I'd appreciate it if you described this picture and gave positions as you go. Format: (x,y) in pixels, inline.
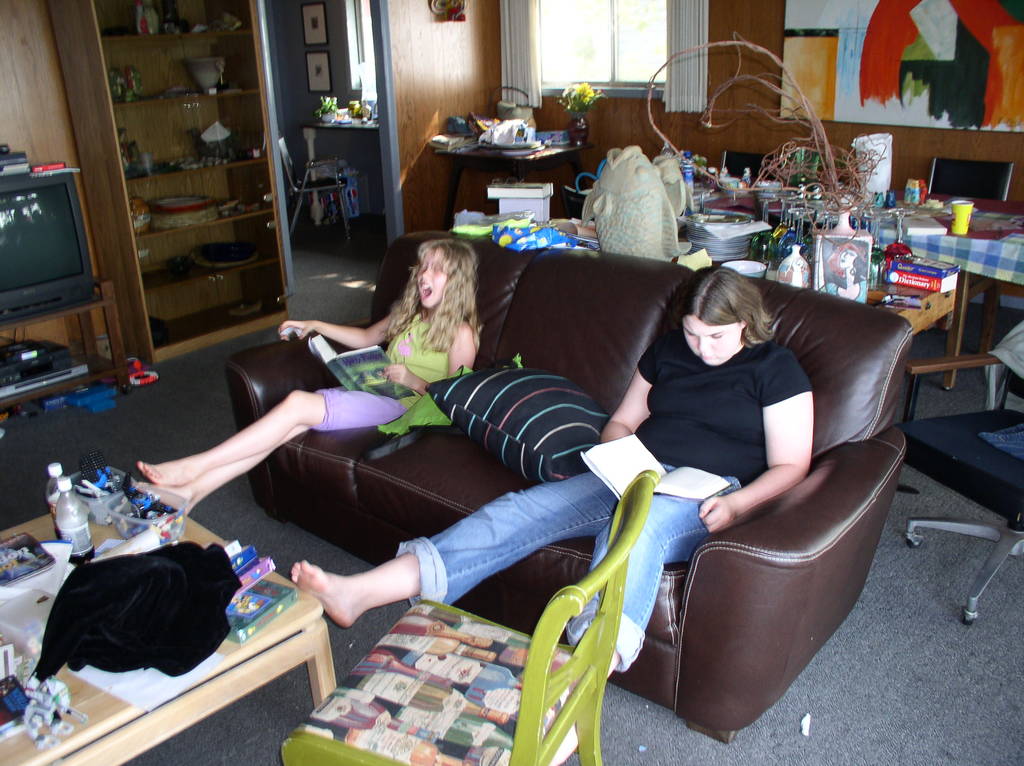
In this picture we can see two people (324,323) are seated on the sofa (757,526), and they are reading in front of them we can see a chair (451,679) and couple of bottles (76,499), boxes (154,527), books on the table (254,601), in the background (832,283) we can see books (914,272), jug (792,248), photo frame (818,249) and other things (813,264) are on the table (736,210), and also we can see a wall painting (968,48), curtains (671,88), flower vase (576,97) in the background (512,64), besides to them we can see a television (60,201).
